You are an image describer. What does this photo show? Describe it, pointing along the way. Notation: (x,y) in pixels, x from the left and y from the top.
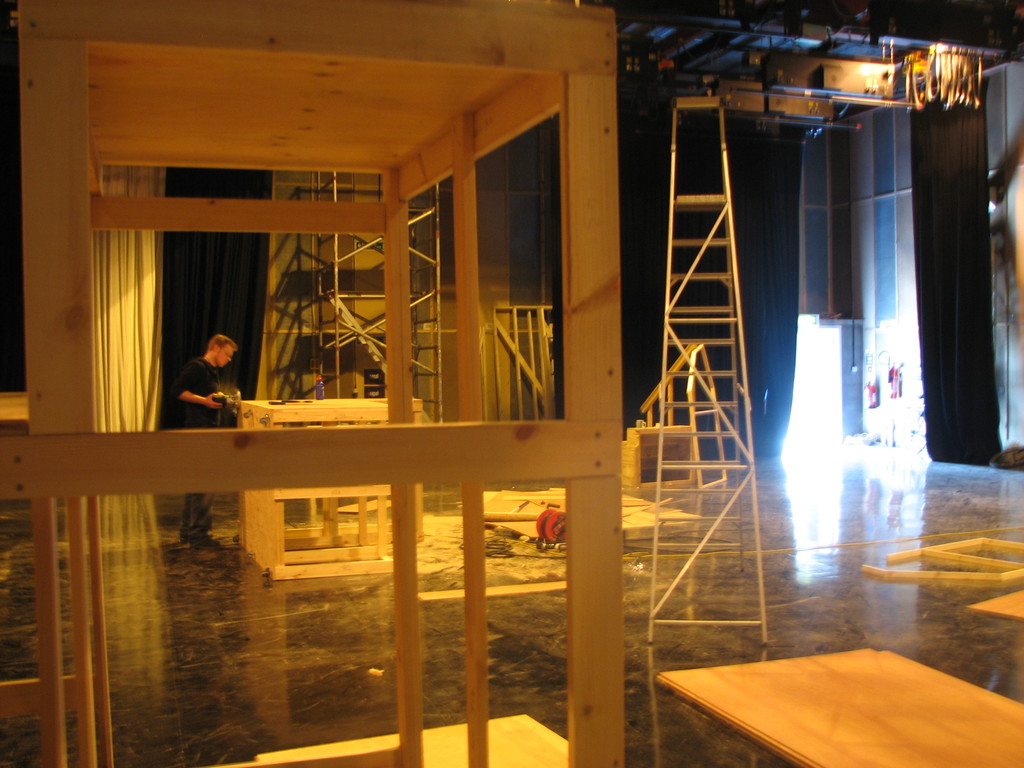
In this picture we can see a man (208,398) holding an object (221,399) as he is performing an action. Near to him we can see a wooden object (339,413). We can see wooden objects (908,709) on the floor (768,626). At the left side of the picture (51,153) we can see a wooden frame (469,158). In this picture we can see a ladder (707,198) and an object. On the right side (954,407) we can see a black curtain (954,219). We can see a person (194,396) is standing near to a curtain (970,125). At the top (873,65) we can see beams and lights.
